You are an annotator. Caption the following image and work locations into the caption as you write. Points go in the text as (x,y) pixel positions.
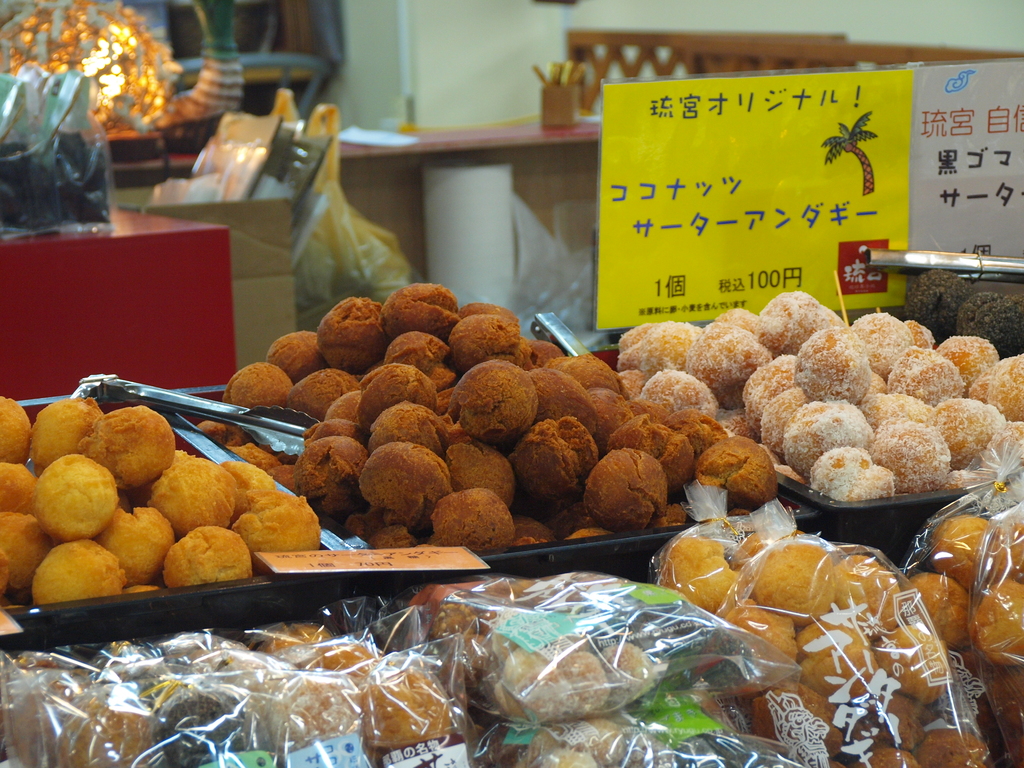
In the image we can see there are food items (398,420) kept in the basket (233,454) and they are in ball shape. There are snack items (296,725) kept in the packet (603,632) and behind there is light ball (83,71) kept on the table (156,131). There is pen stand (557,94) kept on the table (539,126) and there are other plastic covers (235,141) kept on the ground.
